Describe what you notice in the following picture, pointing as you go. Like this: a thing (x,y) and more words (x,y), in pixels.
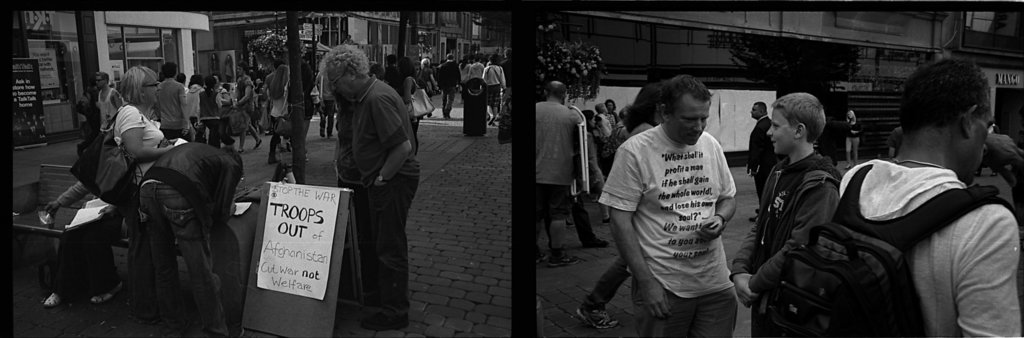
This is a collage of two black and white images, where we can see people (330,128) walking on the road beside the buildings (120,55), also there are some boards (332,209) and plants (569,86).
